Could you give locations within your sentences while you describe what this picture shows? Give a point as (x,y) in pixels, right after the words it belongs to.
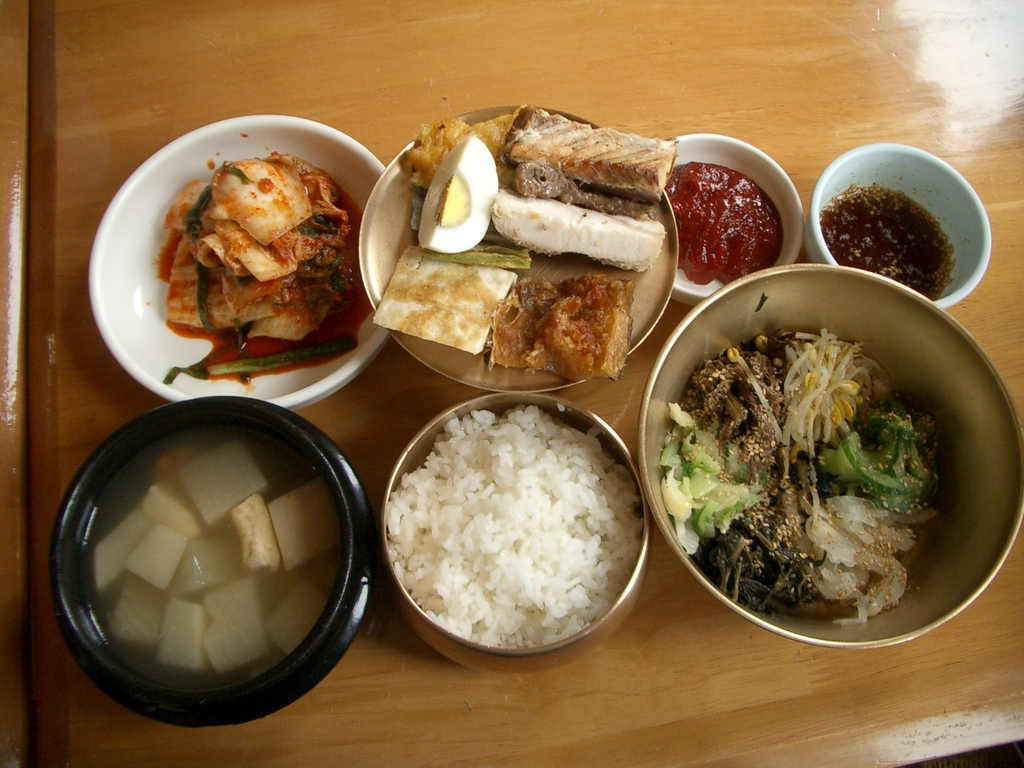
In this image I can see there are many food items (799,427) in different bowls (683,368) on a dining table (102,756).
